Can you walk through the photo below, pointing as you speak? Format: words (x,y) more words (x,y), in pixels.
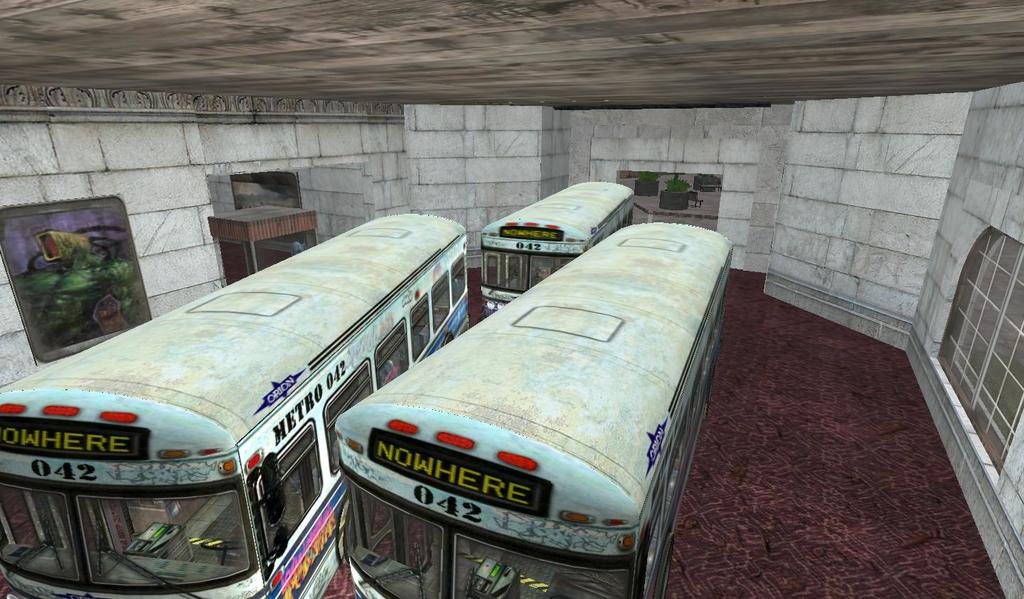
This is an animated image. Here I can see three buses (514,414) on the floor (833,475). In the background (723,143), I can see the wall (738,158) along with the windows (1004,353) and frames (65,263) which are attached to the wall (150,218).
